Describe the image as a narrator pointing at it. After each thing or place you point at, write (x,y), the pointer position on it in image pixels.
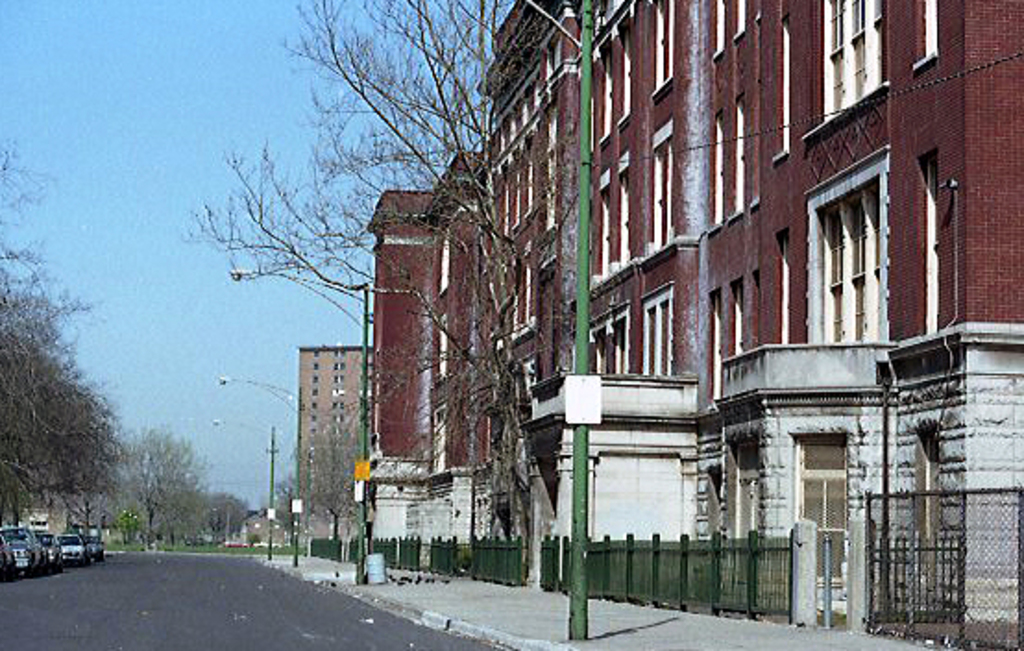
In the foreground of this image (740,569), there is a road (229,597), few vehicles (66,543), trees (489,401), poles (366,506), railing (779,575), fencing (970,572) and buildings (769,412). At the top (203,102), there is the sky (197,102).
